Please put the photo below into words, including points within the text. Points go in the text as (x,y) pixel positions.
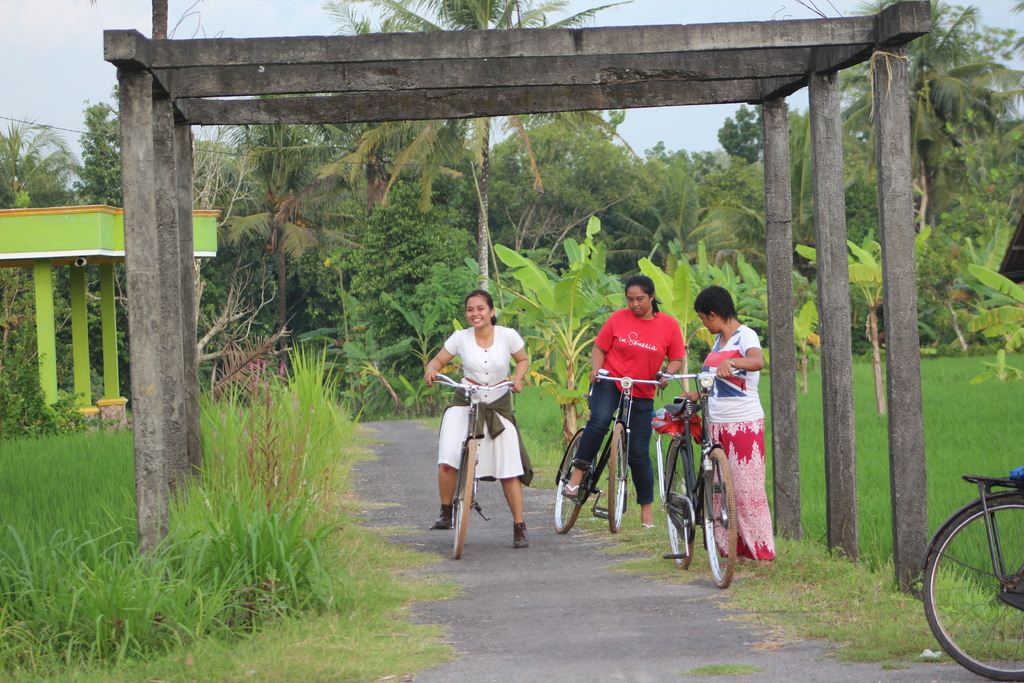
There are three girls (523,520) holding bicycle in their hands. This girl (524,354) is having a pretty smile on her face (470,312). This is a farm (969,419) on the right side (970,401). In the background (460,255) there are trees (418,137).
